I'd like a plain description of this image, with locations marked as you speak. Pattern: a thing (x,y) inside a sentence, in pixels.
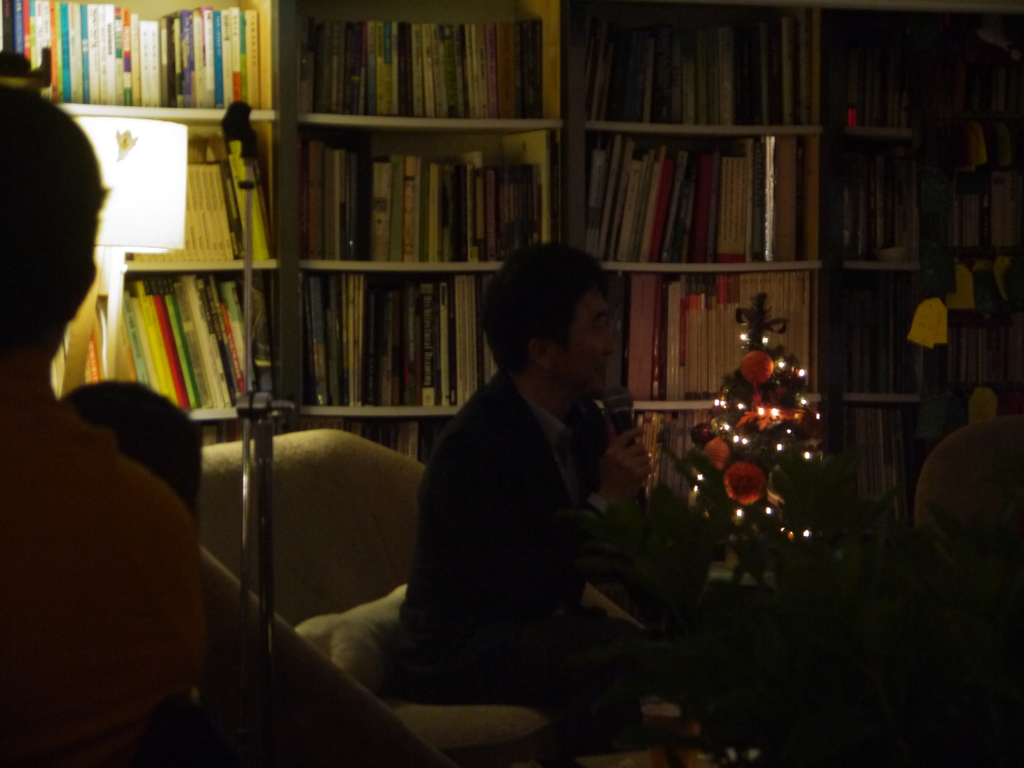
In the picture I can see a person (548,521) sitting and speaking in front of a mic (626,407) and there is a small Christmas tree (793,526) beside him which is decorated with lights (777,442) and there are few persons (159,493) in the left corner (135,502) and there is a lamp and a bookshelf (422,111) in the background (438,137).
